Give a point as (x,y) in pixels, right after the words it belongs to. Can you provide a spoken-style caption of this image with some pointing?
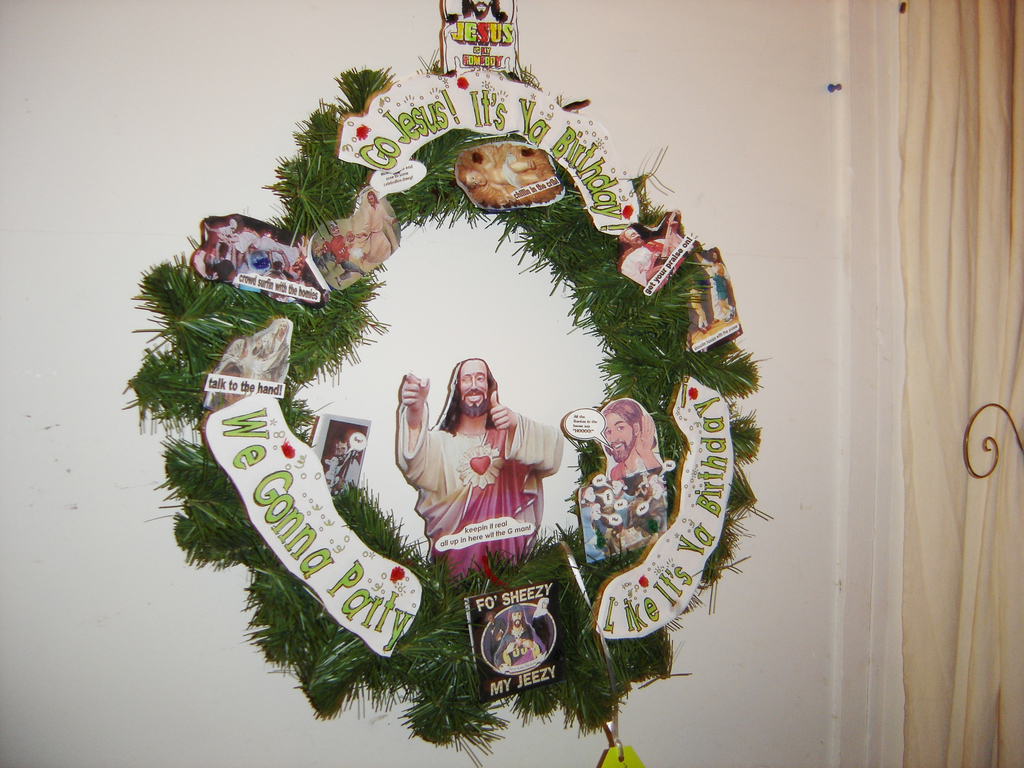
This picture contains the poster (483,478) of Jesus (512,426) and the poster (219,423) with text (376,599) written and grass (572,250) are pasted on the wall (420,370). The wall (763,231) is in white color. On the right side (919,583), we see a curtain (947,390) in white color.
